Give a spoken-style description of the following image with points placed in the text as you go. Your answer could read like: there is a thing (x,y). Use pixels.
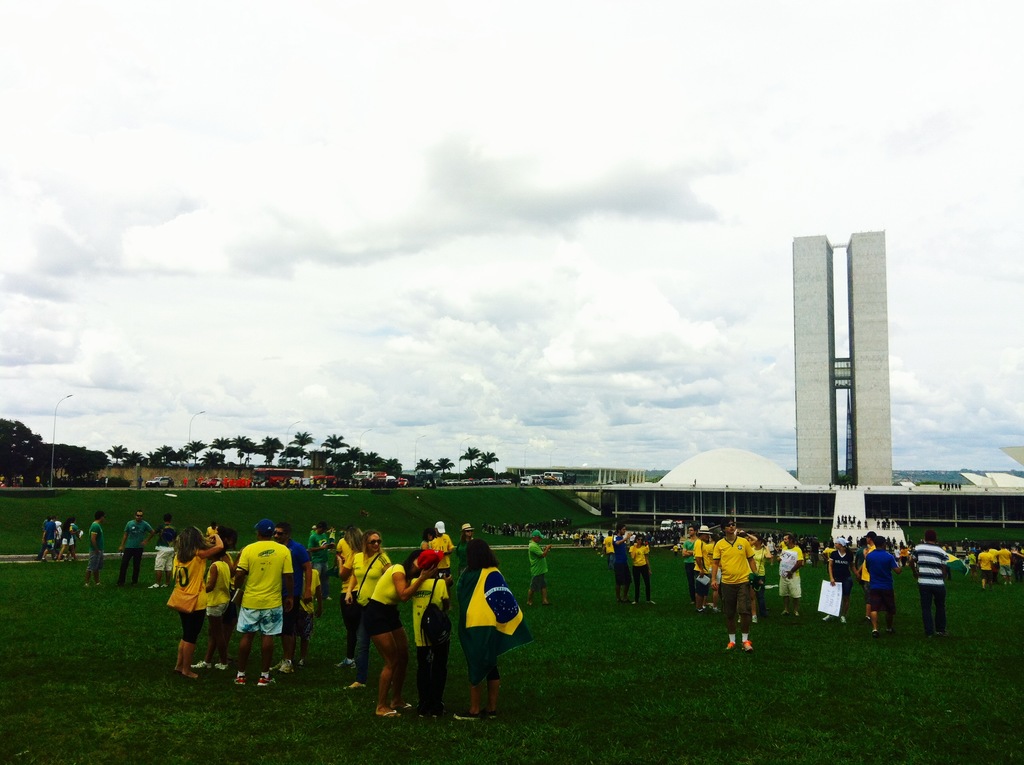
In this picture I can see few people (490,569) standing on the ground (186,690) and I can see building (649,518), trees (344,456), few cars (360,476) and I can see grass (593,646) on the ground (590,639) and a blue cloudy sky (712,273).
